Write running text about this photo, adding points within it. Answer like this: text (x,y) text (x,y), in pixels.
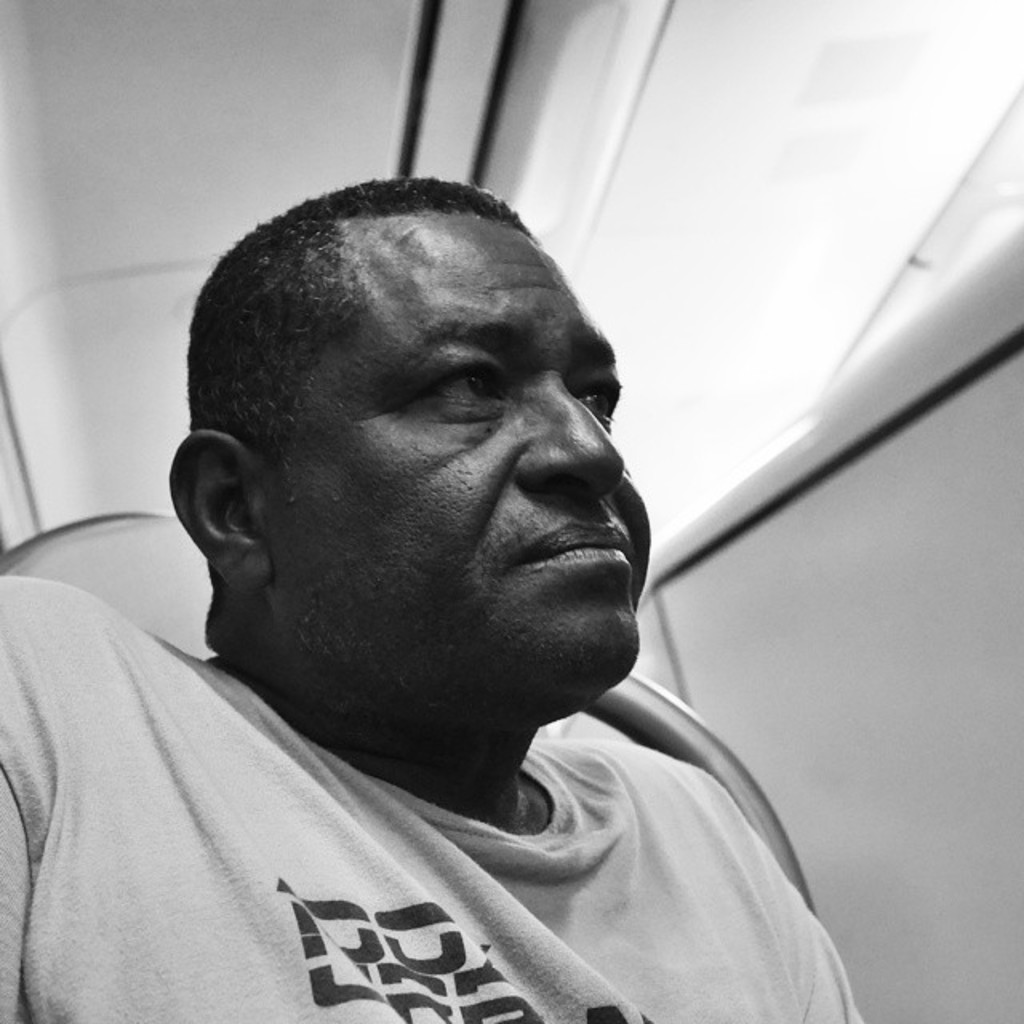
This is a black and white picture, we can see a person (323,588) sitting on the chair (610,710) and we can also see the wall (960,407) and a roof (590,105).
